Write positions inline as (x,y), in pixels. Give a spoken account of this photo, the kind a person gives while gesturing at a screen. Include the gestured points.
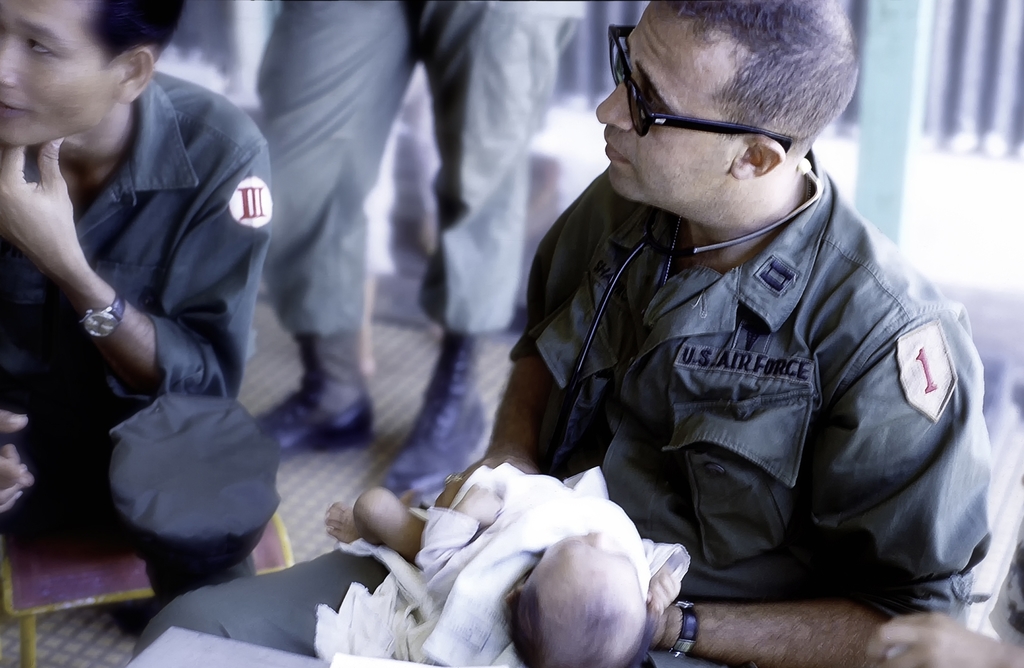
In this image, we can see a person (89,294) wearing clothes (153,322) and sitting on the stool (62,557). There is an another person (692,373) holding a baby (634,527) with his hands (654,604). There are person legs (487,195) at the top of the image (328,161).
